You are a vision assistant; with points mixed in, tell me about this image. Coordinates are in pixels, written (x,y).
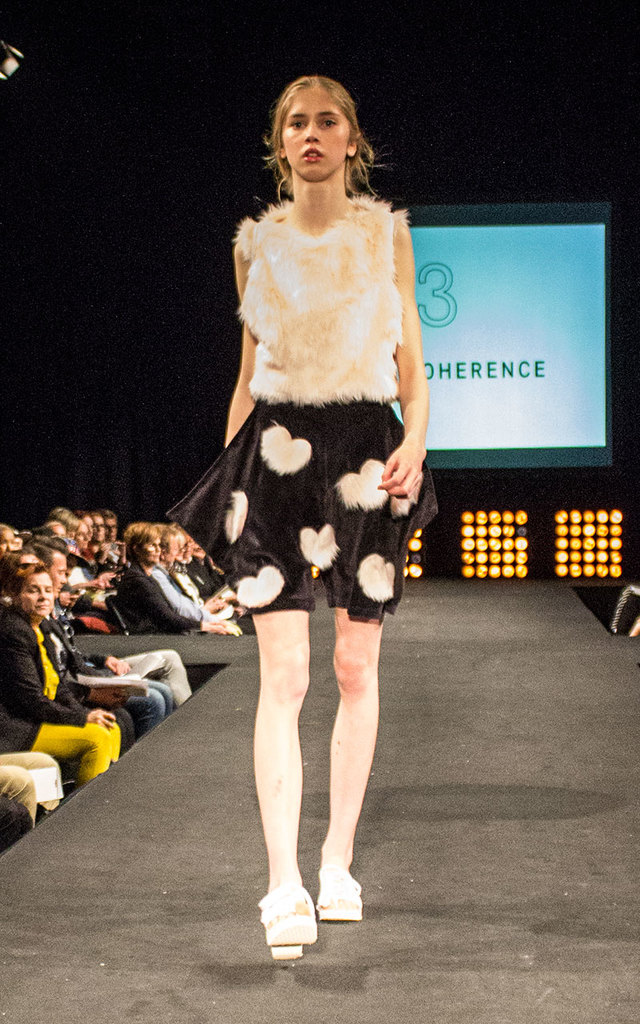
In this image, we can see a woman (313,478) is walking on the floor (314,886). On the left side (213,608), we can see a group of people (108,535) are sitting. Few are holding some objects (127,683). Background (469,354) there is a screen (454,375), few lights (479,531).
